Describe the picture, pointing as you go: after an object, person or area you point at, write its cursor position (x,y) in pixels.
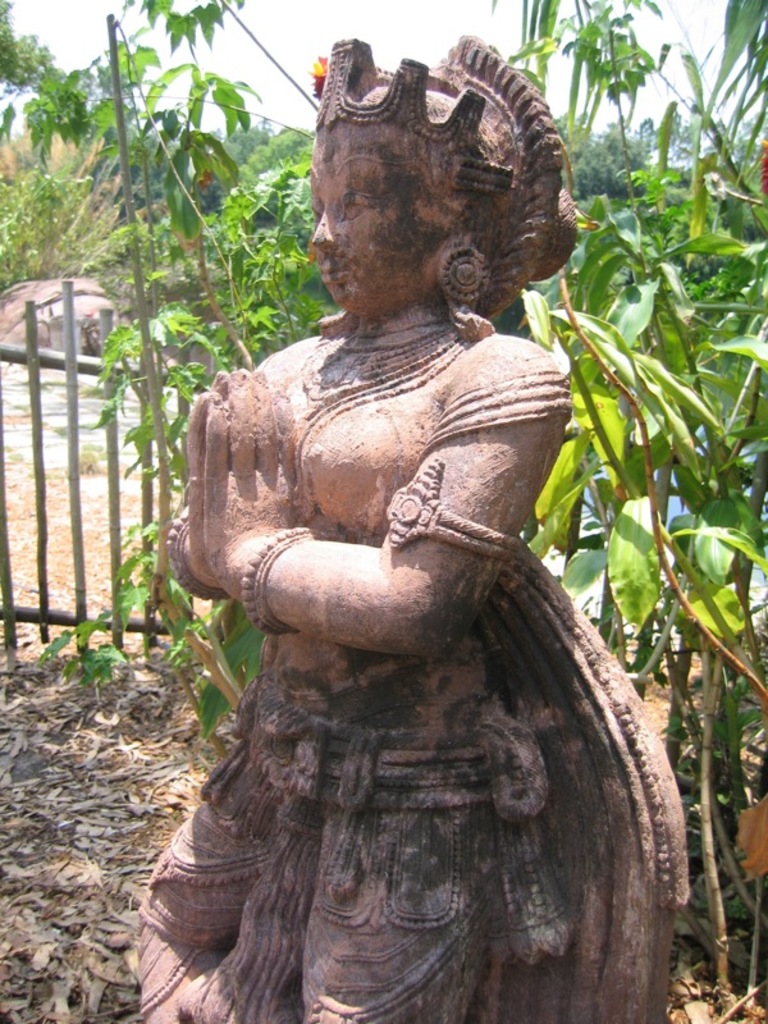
In this image there is a statue (400,654), behind the statue (360,680) there are plants (722,488) and a wooden fence (71,457). In the background (422,5) there are trees (134,135) and the sky (319,29).
